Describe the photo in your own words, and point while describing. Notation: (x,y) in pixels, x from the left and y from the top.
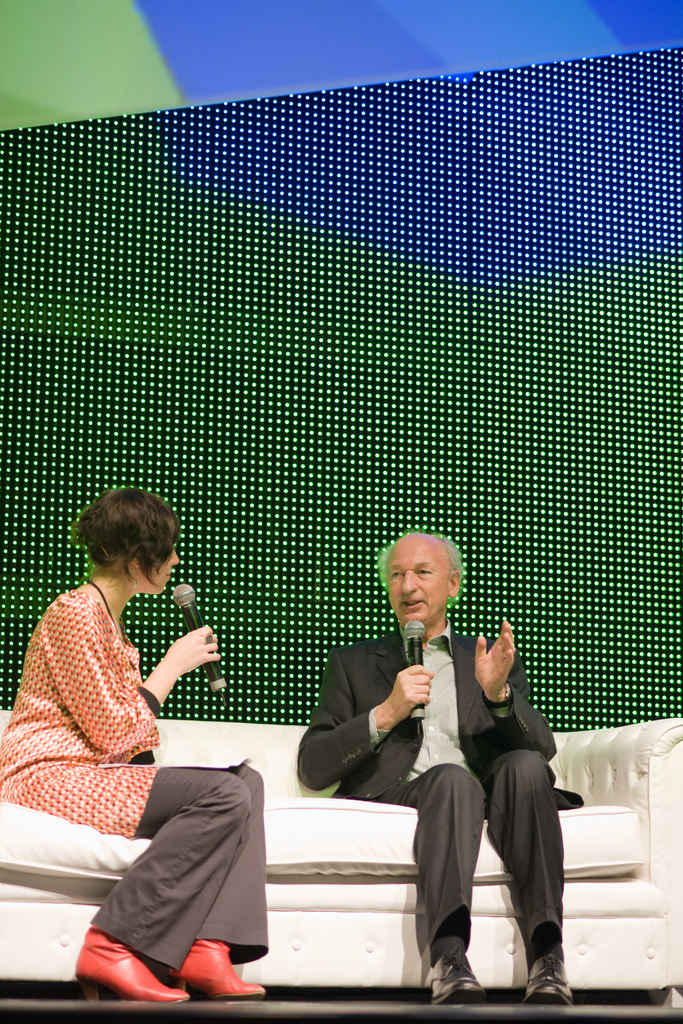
In this image we can see two people (366,726) sitting on a couch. There is a digital screen (393,307) in the image. A man (398,774) is speaking into a microphone (412,626).
